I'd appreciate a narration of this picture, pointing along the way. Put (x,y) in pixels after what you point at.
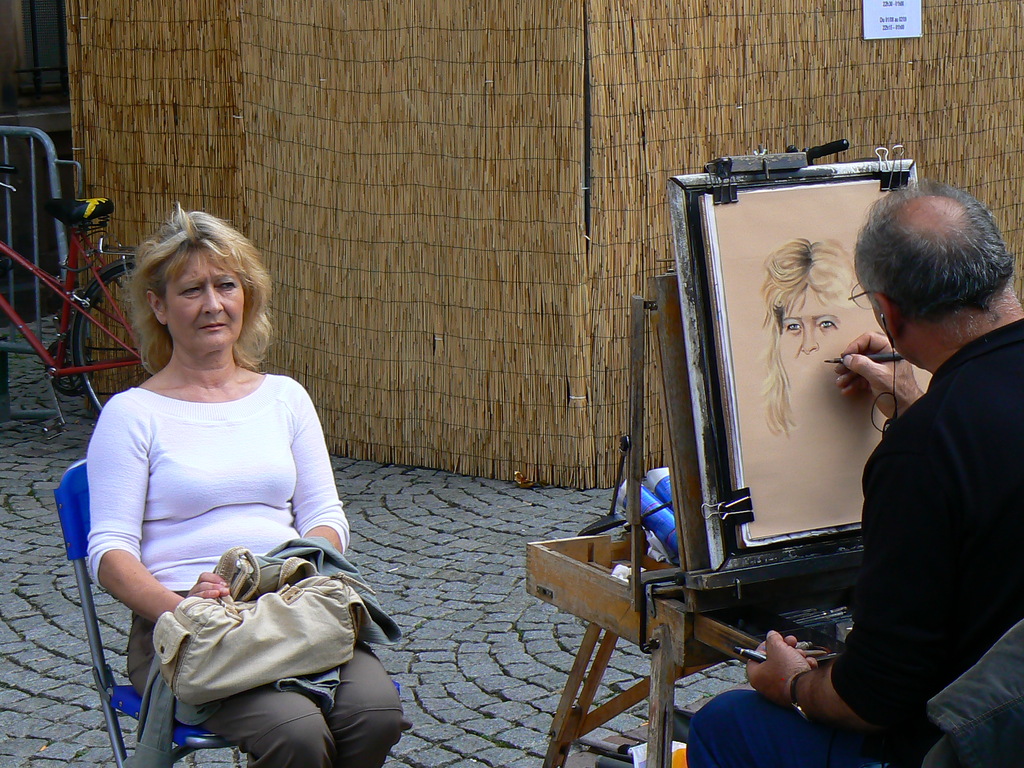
In this image I see a woman (246,323), sitting on the chair (122,751) and there is a man (705,716) who is holding the pen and there is a table (649,597) in front of him, on which there is a paper (924,379). In the background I see a cycle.
